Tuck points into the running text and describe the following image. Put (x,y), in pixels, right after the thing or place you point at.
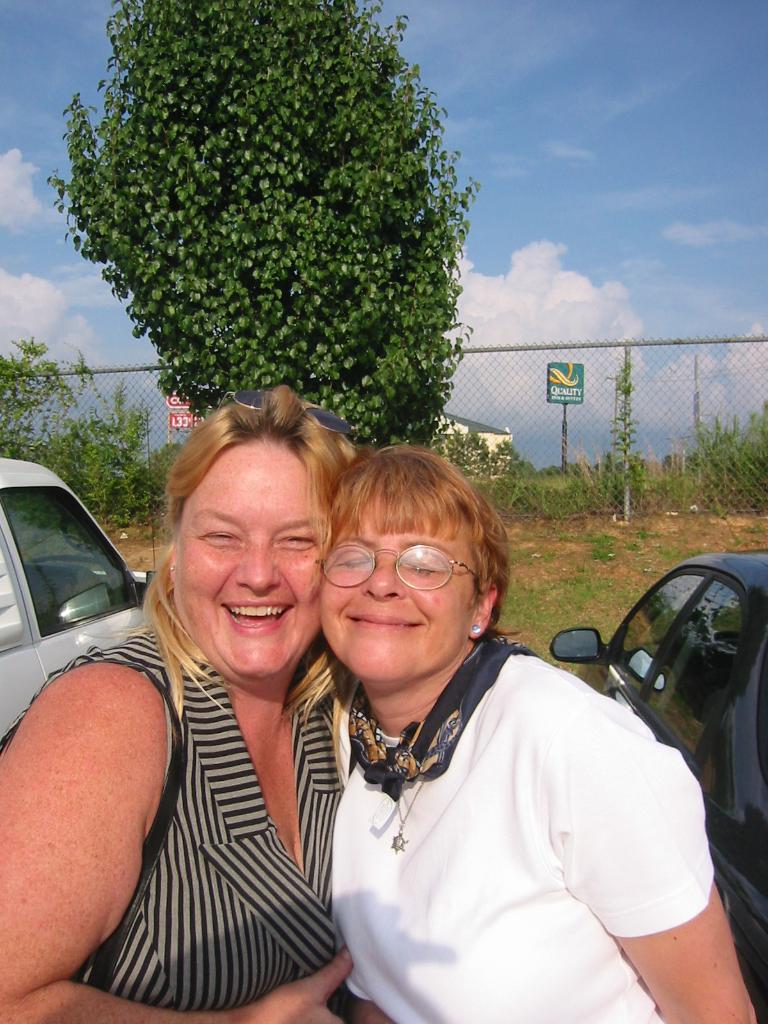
In this image there are two persons (547,796) smiling, and there are cars (763,850), plants (64,386), tree (314,302), wire fence (482,386), and in the background (405,52) there is sky (484,247).
